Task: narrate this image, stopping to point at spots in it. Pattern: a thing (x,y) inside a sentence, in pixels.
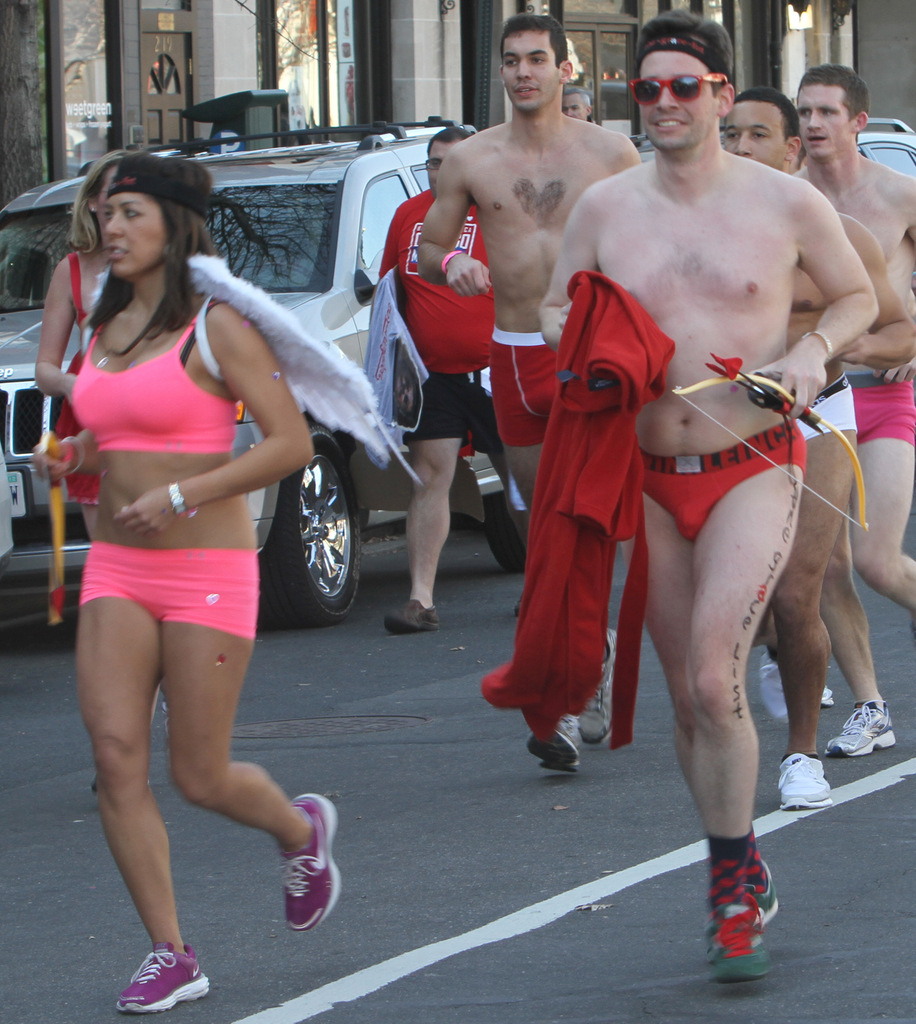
In this image there are group of men (510,307) who are running on the road (544,775) by wearing the red colour underwear (713,471) and holding the bow (822,422) and arrow (776,398) with their hands (805,401). In the background (368,190) there are cars (280,159). On the left side (136,485) there is a woman (175,519) who is running on the road (291,784). In the background (270,31) there is a building (343,22) with the glass windows (74,87).
